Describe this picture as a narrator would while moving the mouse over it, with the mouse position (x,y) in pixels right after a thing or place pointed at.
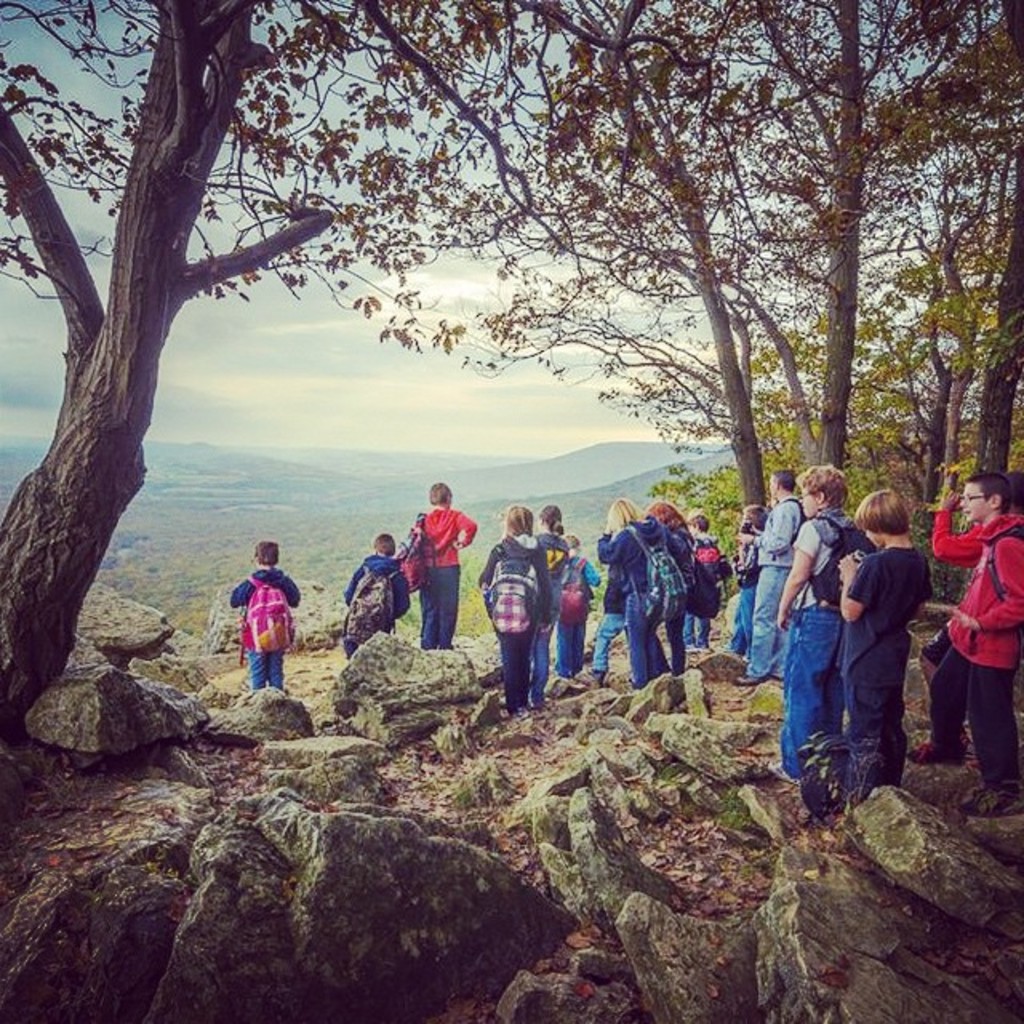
In this picture we can see some people (558,560) standing here, some of them are carrying backpacks (357,610), at the bottom (765,712) there are some rocks (547,708), we can see trees (589,257) here, there is the sky (391,301) at the top of the picture (395,288).
